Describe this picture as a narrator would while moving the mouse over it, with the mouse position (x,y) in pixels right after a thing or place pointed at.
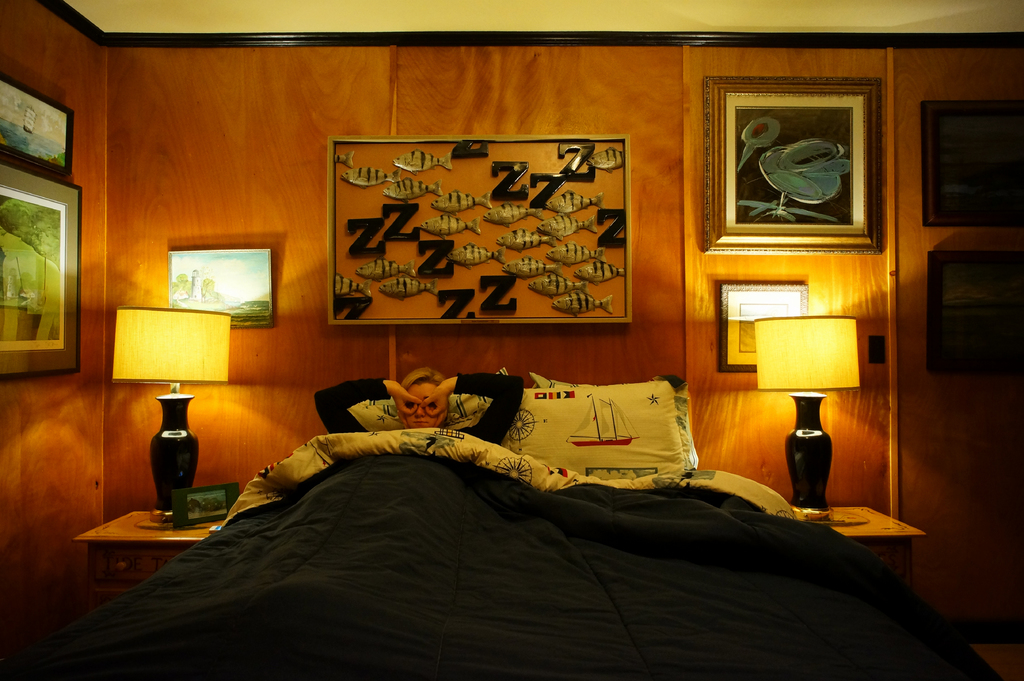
There is a person (434,374) on bed (609,610), we can see pillows (596,422) and bed sheet (446,480). We can see lamps (172,499) and frame (188,514) on tables (138,552). In the background (57,218) we can see frames (520,177) on the wall (965,85).
